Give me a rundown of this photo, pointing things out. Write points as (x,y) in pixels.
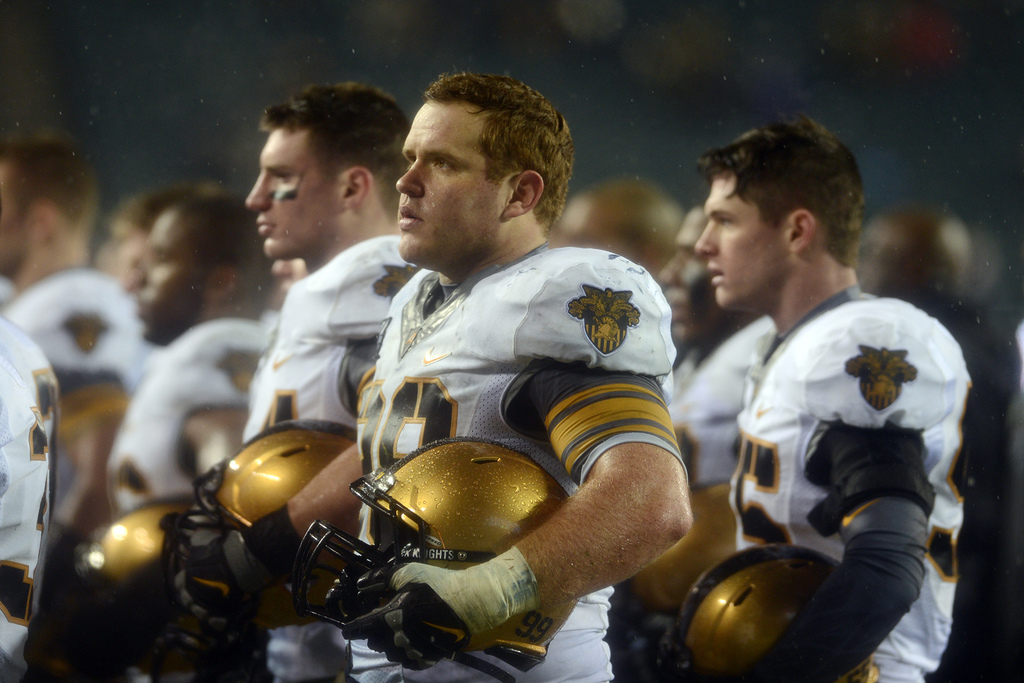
In this picture we can see the group of persons (489,418) wearing white color dresses (296,389), holding helmets (493,518) and standing. In the background (925,249) we can see the group of persons (933,278) and some other objects (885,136).
